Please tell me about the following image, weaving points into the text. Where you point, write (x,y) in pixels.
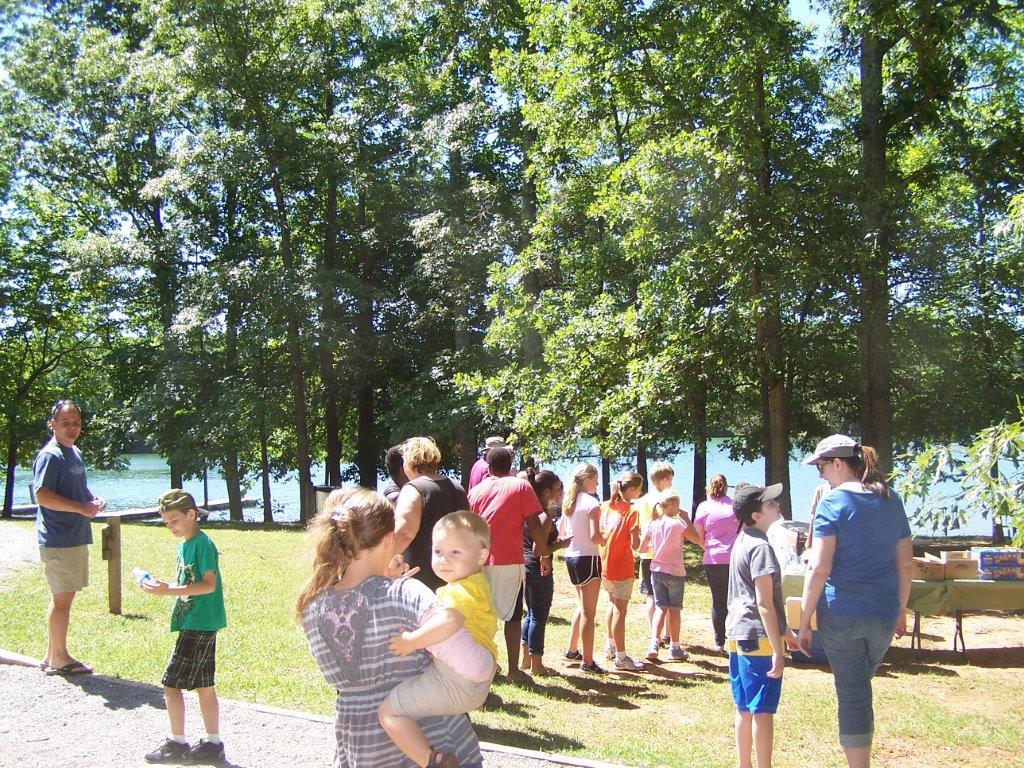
In this picture I can see few people (339,568) are standing, a woman (357,659) holding a kid (473,609) and I can see few are wearing caps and few boxes (959,579) on the table (987,609) and I can see trees (649,210) and water (225,510) in the background (523,210) and I can see grass (289,568) on the ground (234,705).
